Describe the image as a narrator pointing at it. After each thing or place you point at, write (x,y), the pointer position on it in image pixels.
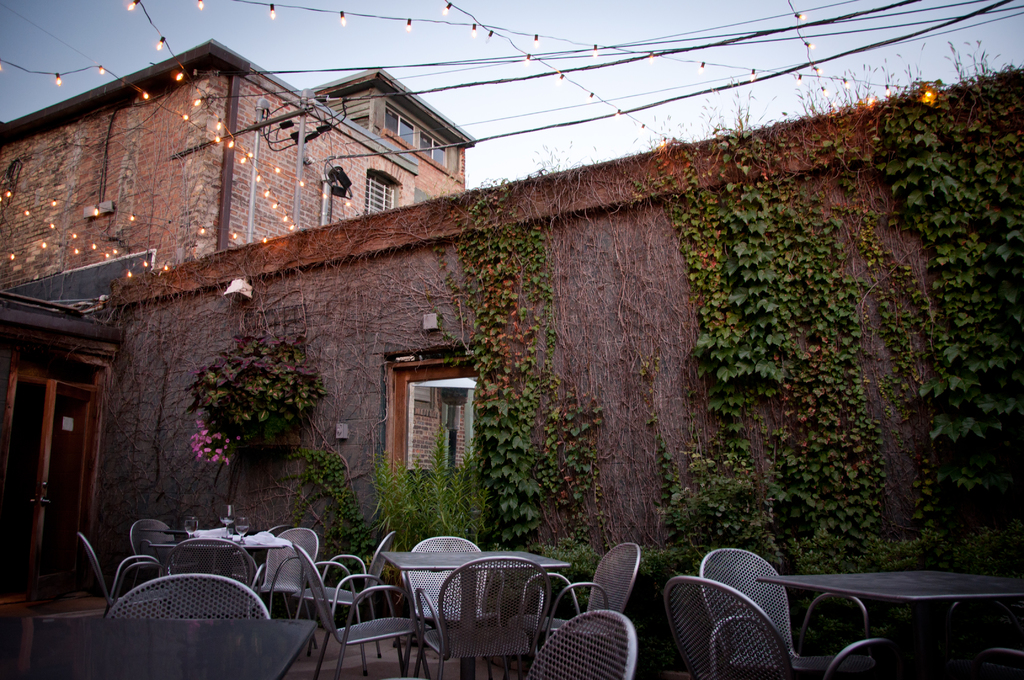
There are chairs (493,608) and tables (215,624) are present at the bottom of this image (266,620). We can see plants (269,386) and a wall (249,301) in the background (491,399). The sky (523,96) is at the top of this image (574,114). We can see light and a door (49,427) is on the left side of this image (57,416).
